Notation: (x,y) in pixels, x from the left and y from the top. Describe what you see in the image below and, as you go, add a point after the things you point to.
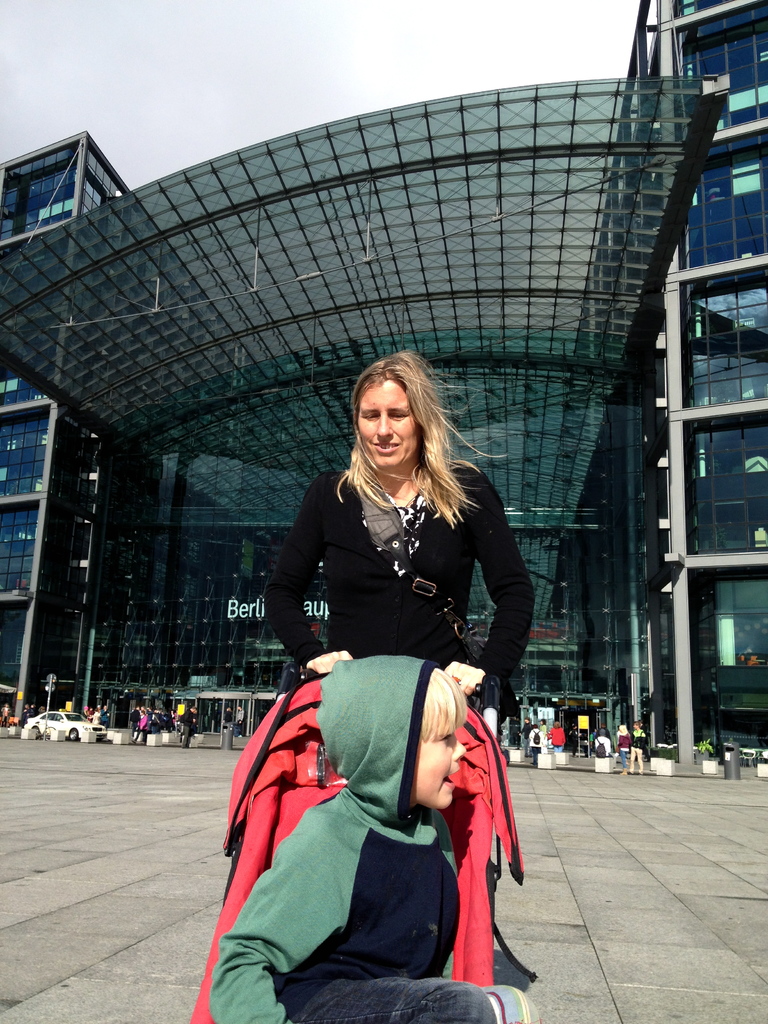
In the foreground of this image (390,931), there is a boy (390,931) at the bottom (367,886) in a baby cart (287,735) and it is holding by a woman (357,560). In the background (324,280), there is a building (658,475), a vehicle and the people (644,732) are standing and walking. At the top (228,46), there is the sky (262,50).
